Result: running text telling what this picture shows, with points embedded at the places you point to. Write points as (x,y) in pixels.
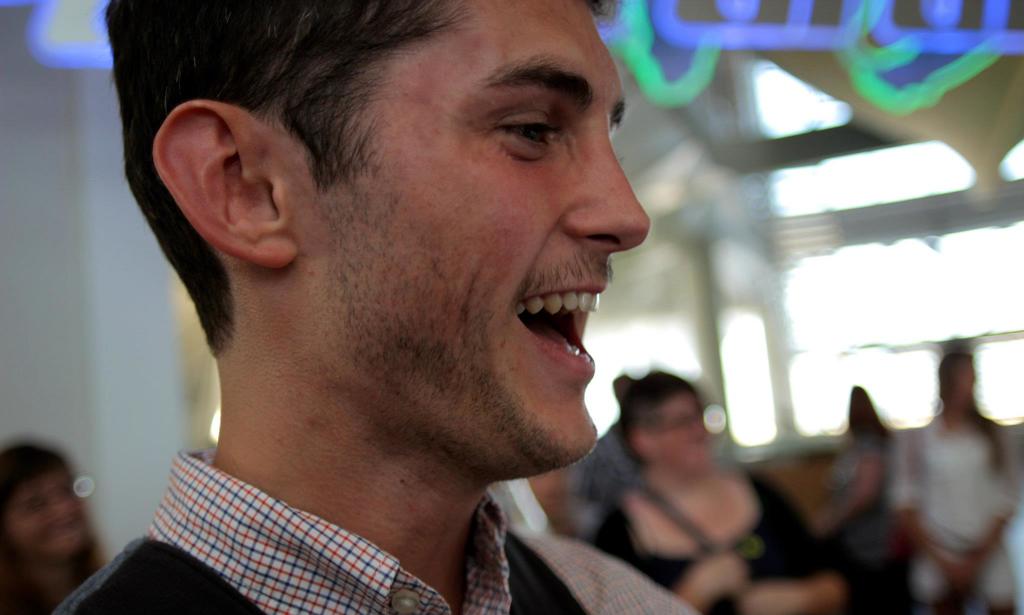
In this image we can see a man (160,19) laughing. In the background (6,114) we can see walls (792,156), windows (785,96), lights (647,45) and crowd (22,478).
